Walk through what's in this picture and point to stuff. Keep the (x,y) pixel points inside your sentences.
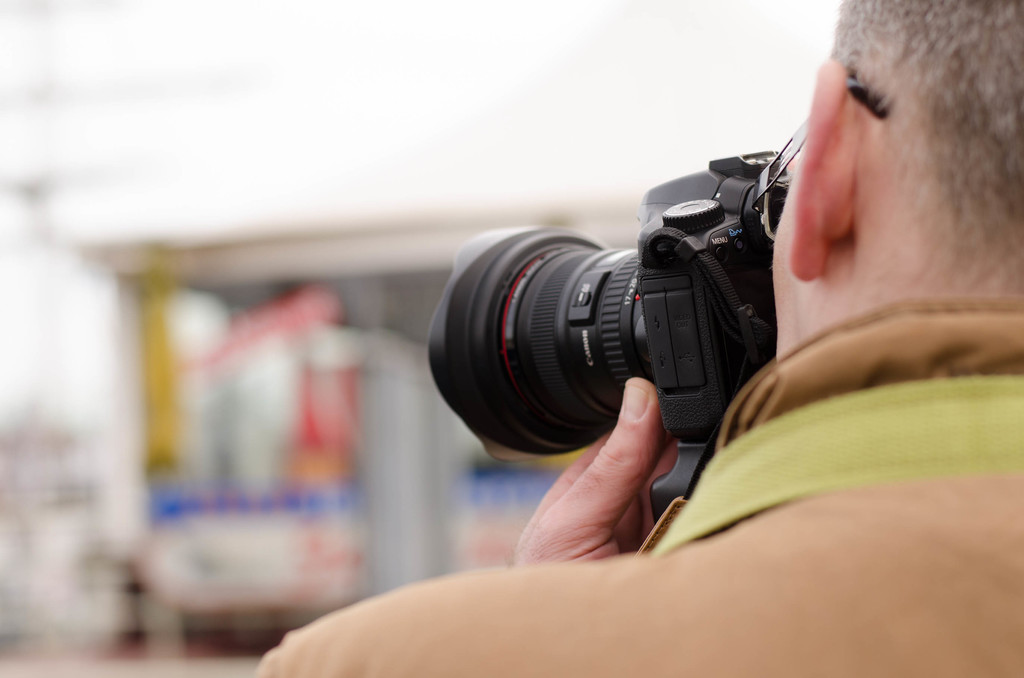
On the right hand side (866,161), there is a person (859,540) in brown color shirt (908,520) holding a camera (634,332) and capturing a scenery (307,311) which is in front of him.
